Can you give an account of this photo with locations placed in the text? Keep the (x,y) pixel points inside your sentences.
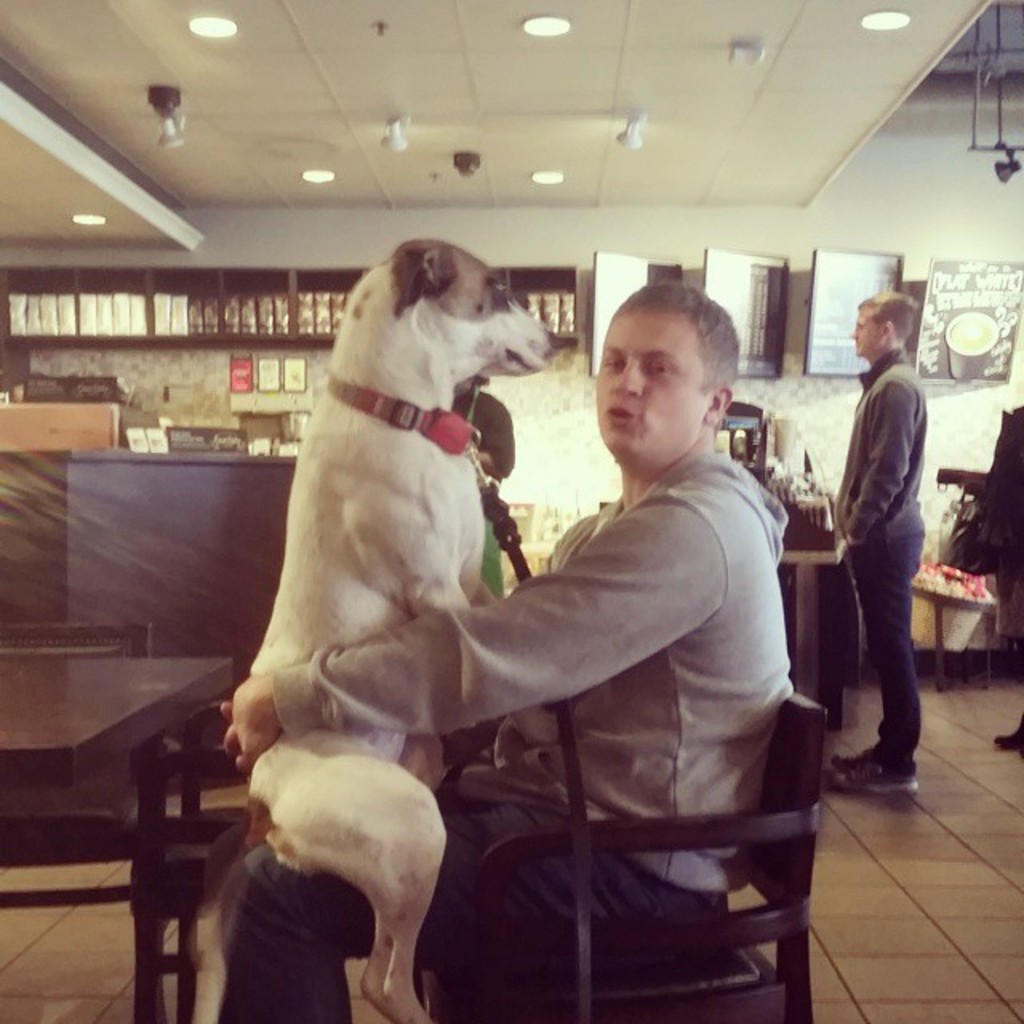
In the image we can see there is a man (661,623) who is sitting on chair (658,840) and he is holding a dog (443,599) in his lap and there is man (901,392) standing in front of the table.
